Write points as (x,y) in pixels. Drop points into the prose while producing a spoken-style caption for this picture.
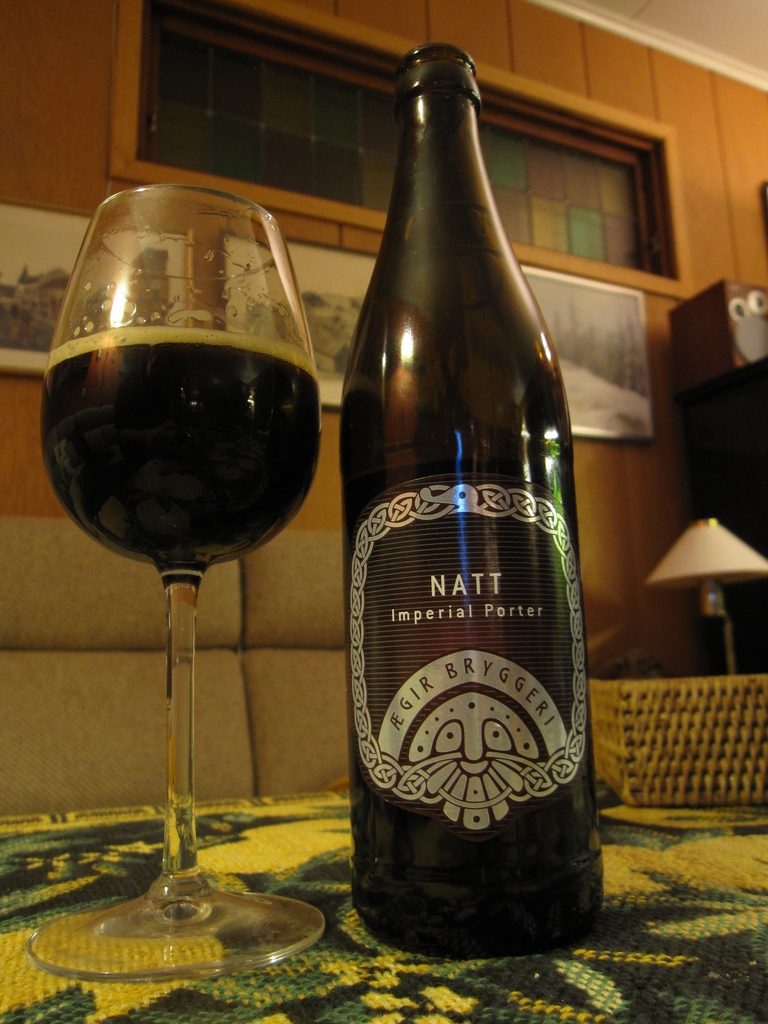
In the picture we can see the table (622,913) with a tablecloth (612,930), on it we can see a beer bottle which is brown in color and beside it, we can see the wine glass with beer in it and behind it we can see the wall (662,663) with some posters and near it we can see a lamp (730,627).
